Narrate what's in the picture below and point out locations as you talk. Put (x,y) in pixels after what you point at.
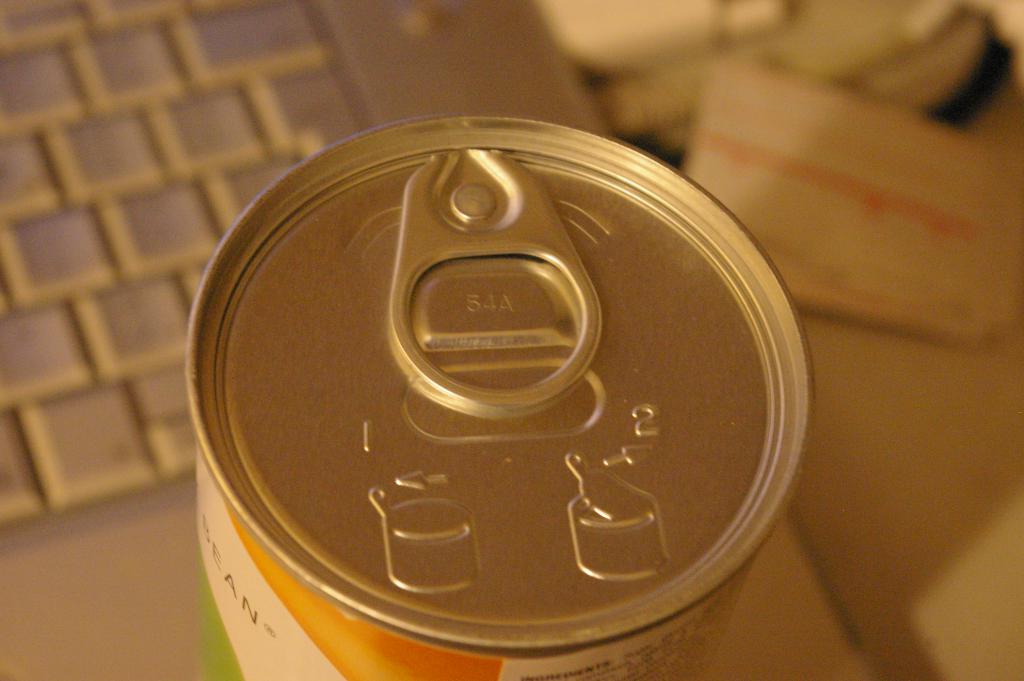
In this image I can see the tin (287,342) and the keyboard (341,125). I can see the blurred background (1000,15).
